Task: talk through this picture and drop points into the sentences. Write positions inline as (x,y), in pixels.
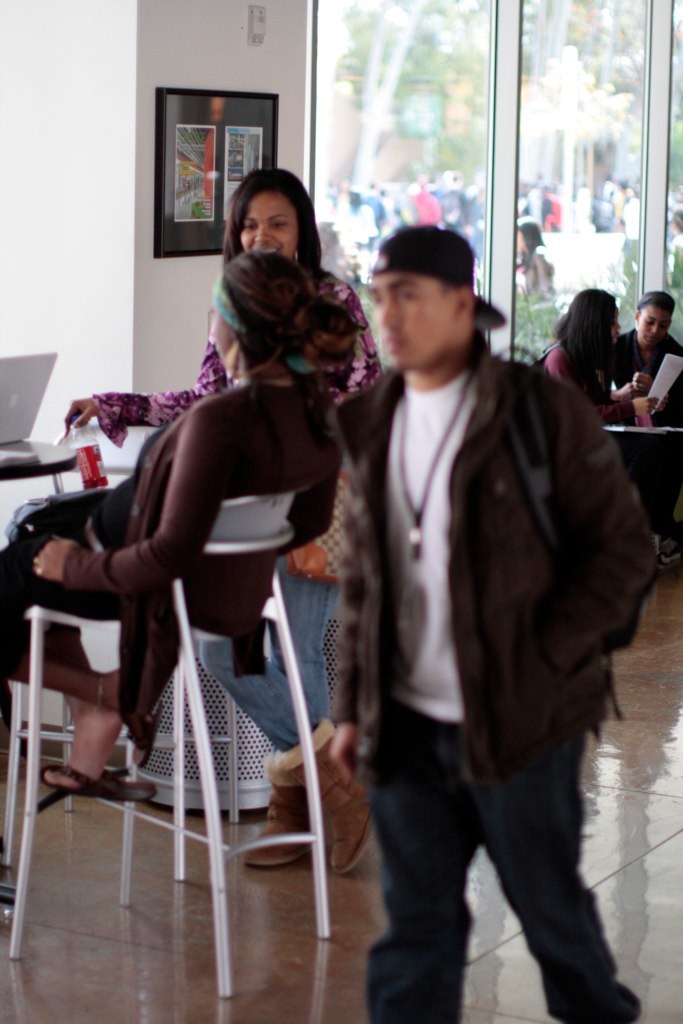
In the foreground of the image (472,332), there are three persons (361,620). Out of which one person (246,470) is sitting on the chair (192,630) in front of the table (27,463), on which laptop (26,389) is kept and two of them (437,767) are standing. In the background (650,416) right of the image (644,448) there are two person (662,354) sitting on the chair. In the background (358,220), there are group of people (540,244) standing in front of the tree (535,82). In the left (43,16) there is a wall (297,134) which is white in color on which photo frame (206,169) is there. It looks as if the image is taken inside a room (68,901).
